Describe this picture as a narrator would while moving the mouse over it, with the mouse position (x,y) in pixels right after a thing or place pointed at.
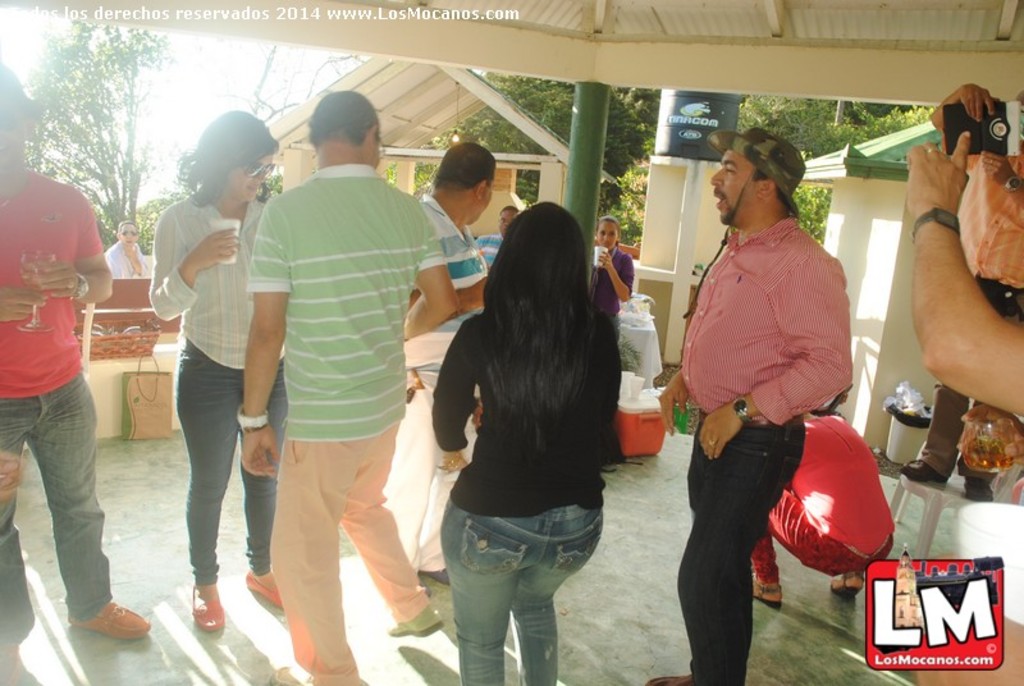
In this picture there are group of people (592,304) standing. On the right side of the image (876,474) there is a person (926,456) standing and holding the object (1016,142) and there is a person (986,195) sitting and there is a dustbin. At the back (140,328) there are sheds (889,141) and trees (823,147) and objects (140,328). At the top (217,41) there is sky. At the bottom (432,677) there is a floor (432,664).
